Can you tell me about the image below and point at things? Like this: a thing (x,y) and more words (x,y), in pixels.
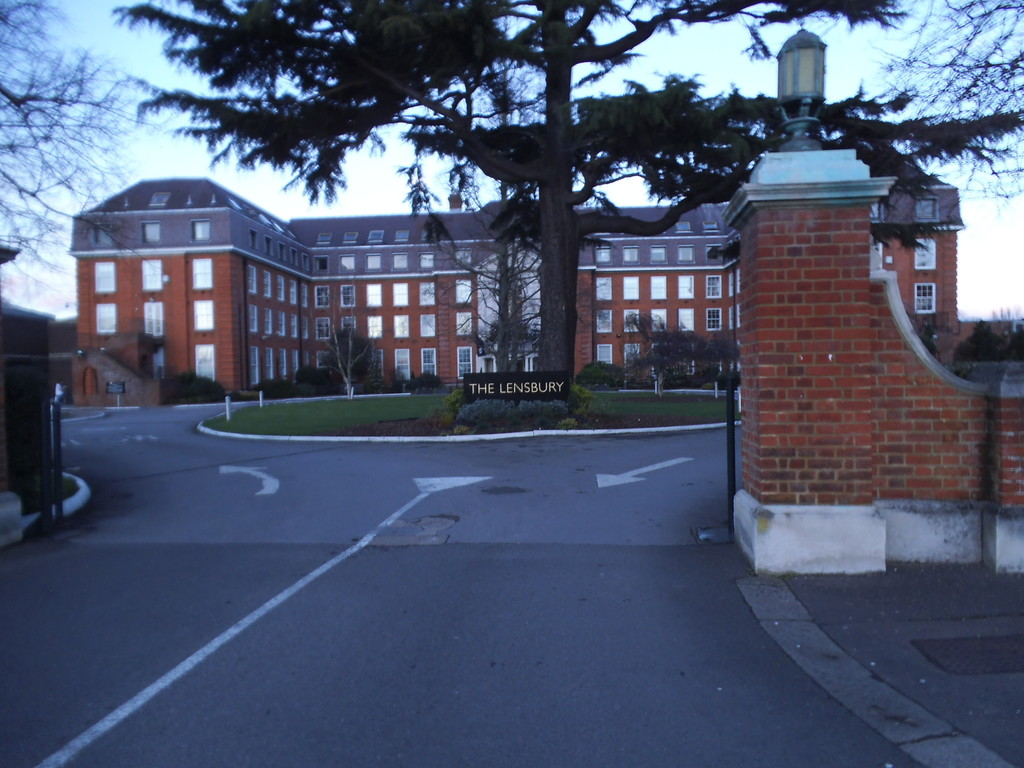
In this picture we can see the brown color house (632,302) with glass windows (378,321). In the front (2,474) we can see the boundary wall (998,453) and huge tree (420,55). In the front (384,692) bottom side there is a road (336,671).
